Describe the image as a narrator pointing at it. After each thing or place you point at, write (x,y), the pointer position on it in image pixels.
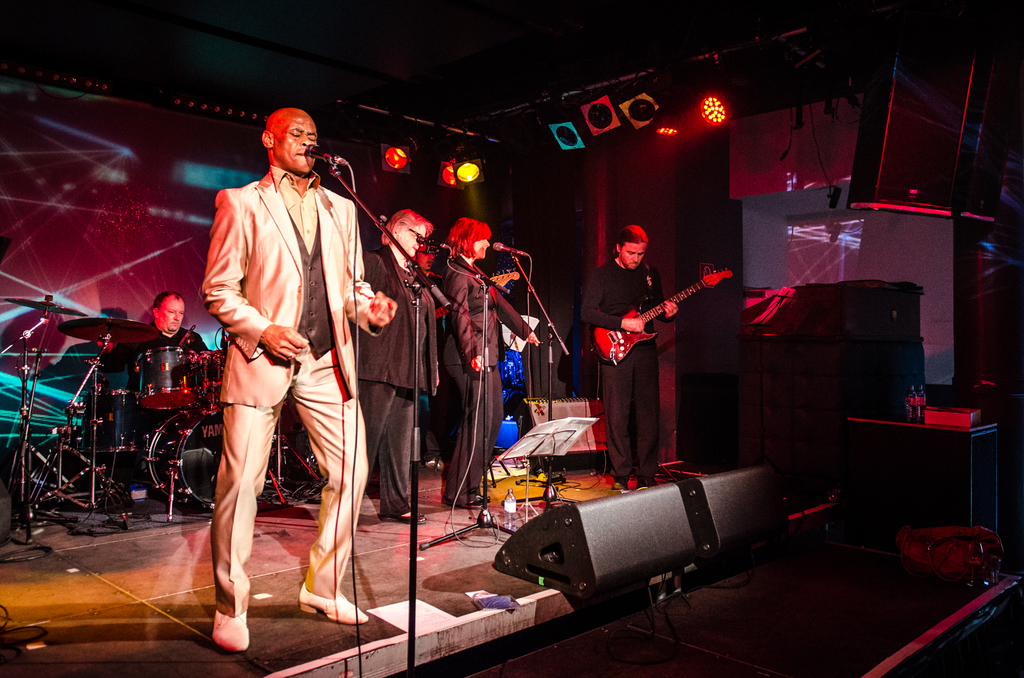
In this image there are group of people (379,365). The person (315,323) standing at the front (254,339) is singing, the person (166,325) at the back side (167,339) is sitting and playing drums (155,404), the person (615,386) at the right side of the image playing guitar (634,349), There are two persons (404,288) standing in the middle (492,336) and singing. There are speakers (577,533), wires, bottles (511,518) and on the stage (260,621). At the top (593,123) there are lights (563,133), at the right (963,411) there are speakers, book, bottles (916,406).
